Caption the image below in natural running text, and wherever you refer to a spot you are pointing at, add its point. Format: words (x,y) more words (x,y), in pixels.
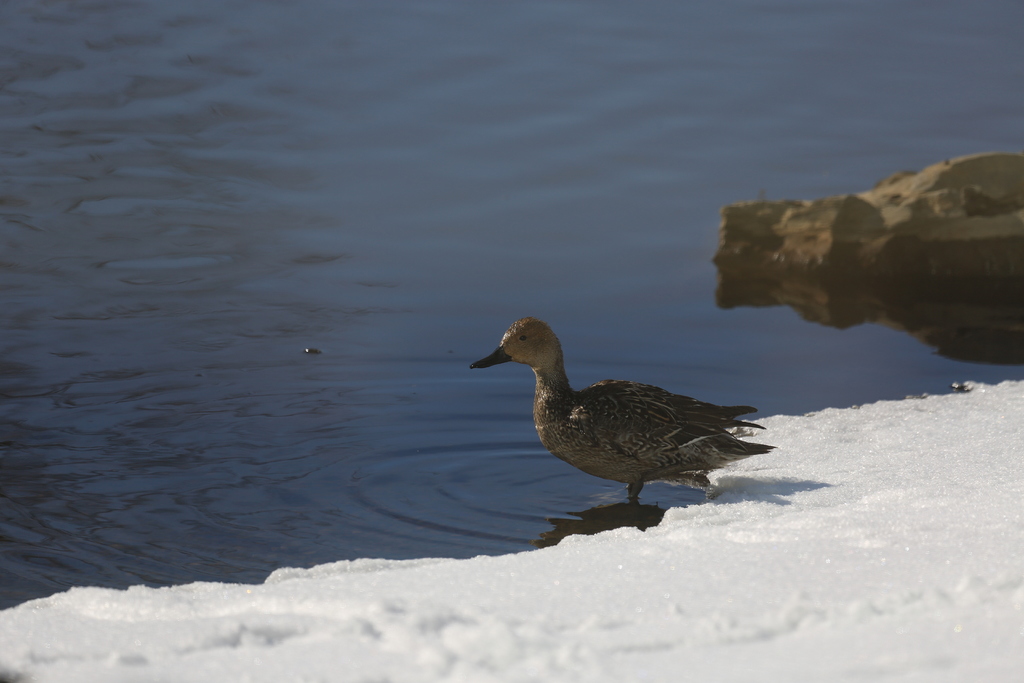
In the picture we can see a snow surface (504,608) and near it, we can see water (65,539) and in the water (631,353) we can see a duck (662,445) is standing near the snow surface (568,613) and besides the duck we can see a stone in the water (312,173).
